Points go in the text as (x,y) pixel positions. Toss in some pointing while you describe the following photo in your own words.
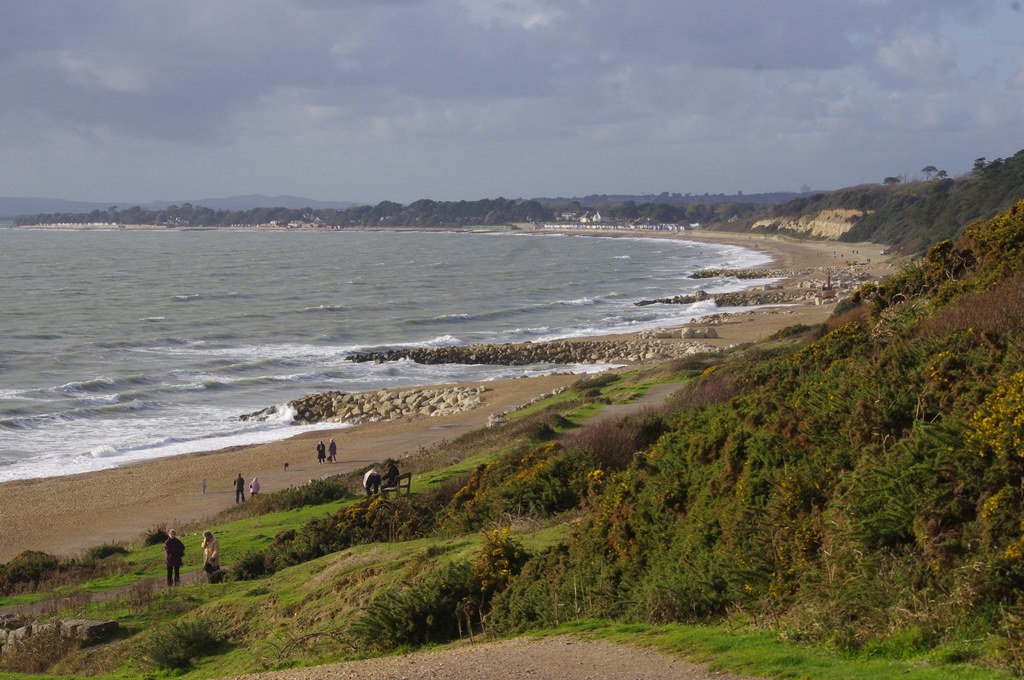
In this image we can see few plants (806,509), trees (882,229), people (176,546) standing on the ground (299,468), stones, water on the left side (338,278) and the sky (457,65) with clouds (484,88) on the top (458,91).
